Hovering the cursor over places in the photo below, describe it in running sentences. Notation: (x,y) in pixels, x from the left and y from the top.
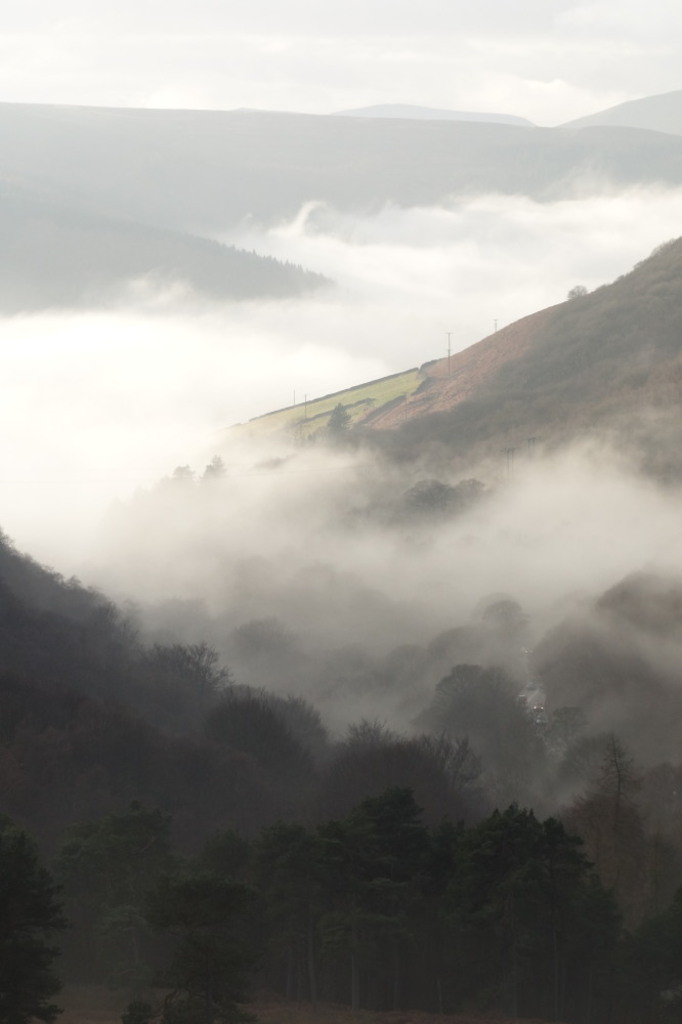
In this image we can see the hills (352,184) and also the trees (347,930). The image is partly covered with the fog (351,296).
